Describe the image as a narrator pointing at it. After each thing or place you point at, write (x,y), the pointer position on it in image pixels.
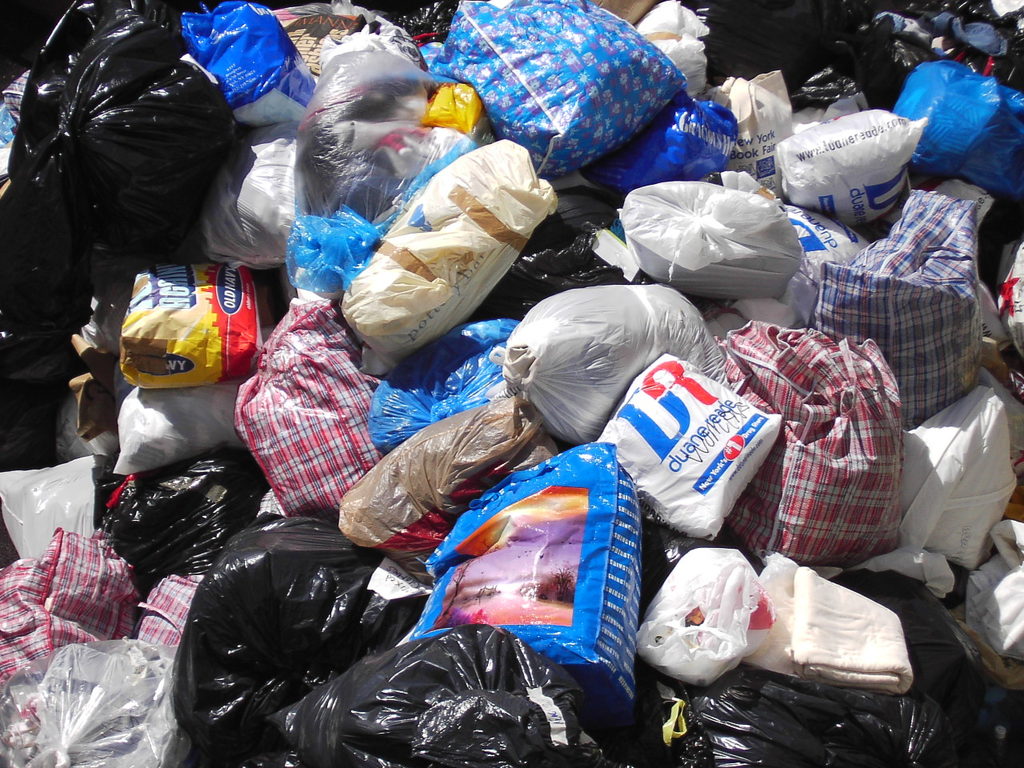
In this image, we see garbage bags (446,306) on the ground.
